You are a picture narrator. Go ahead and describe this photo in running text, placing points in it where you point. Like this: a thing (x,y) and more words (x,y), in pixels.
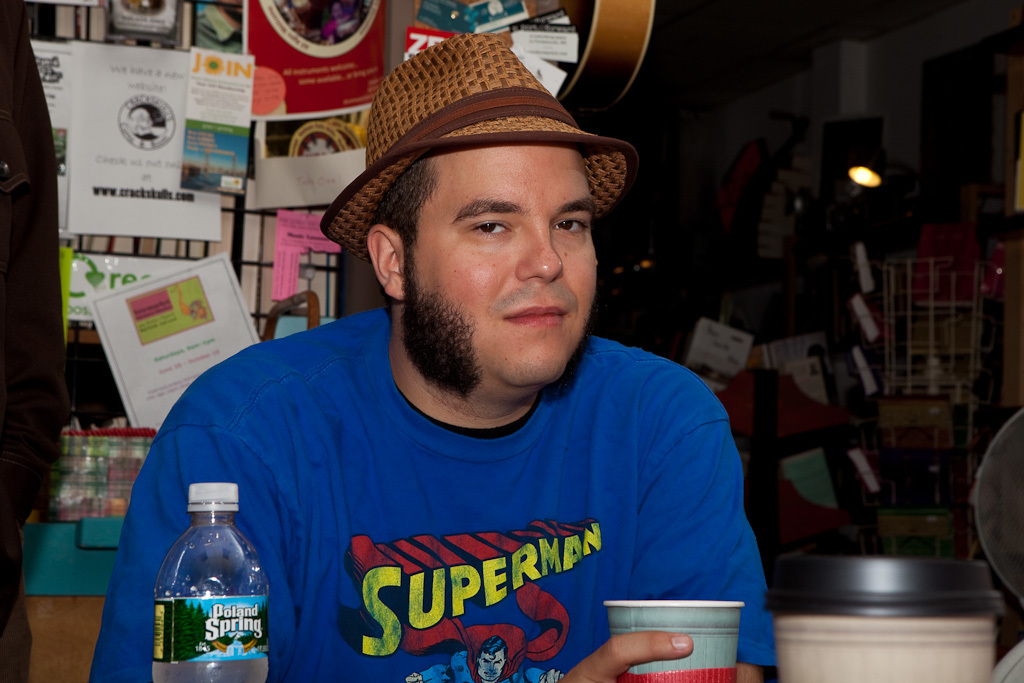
In this image I see a man (497,248) who is holding a cup (716,639) and there is a bottle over here and he is also wearing a hat (484,49). In the background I see a lot of papers (120,12) and the light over here.
